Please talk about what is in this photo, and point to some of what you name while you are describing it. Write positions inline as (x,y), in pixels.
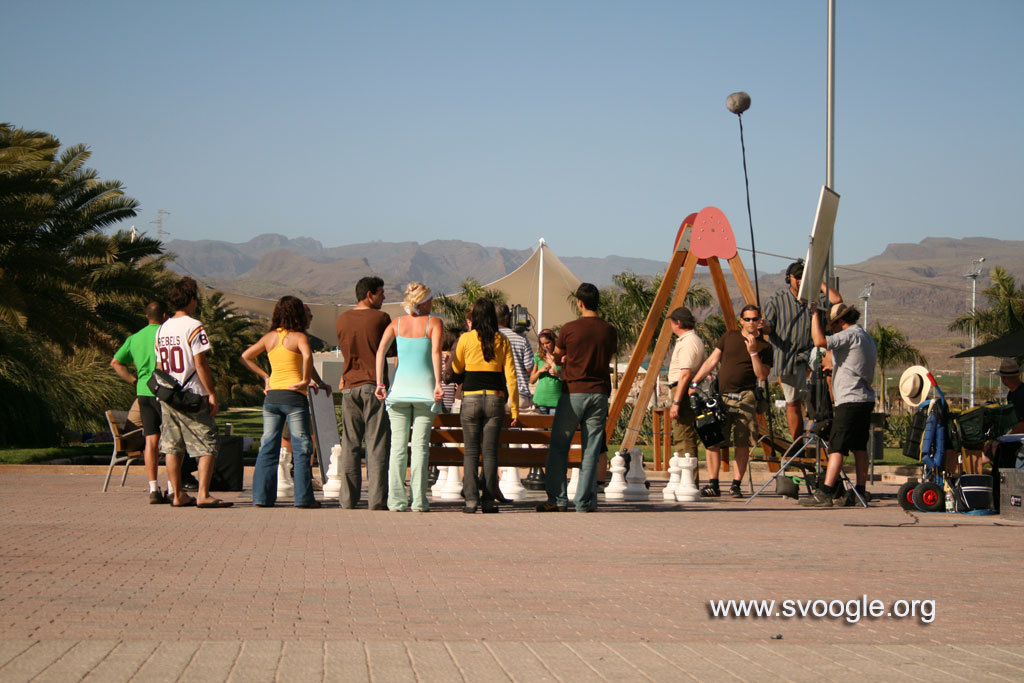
In the picture we can see a set of people (837,332) are standing, and behind them, we can see some film shooting equipment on the path (14,501) and near to it, we can see some plants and trees (61,278) and in the background (912,331) we can see some hills (871,307) and sky (682,76).
